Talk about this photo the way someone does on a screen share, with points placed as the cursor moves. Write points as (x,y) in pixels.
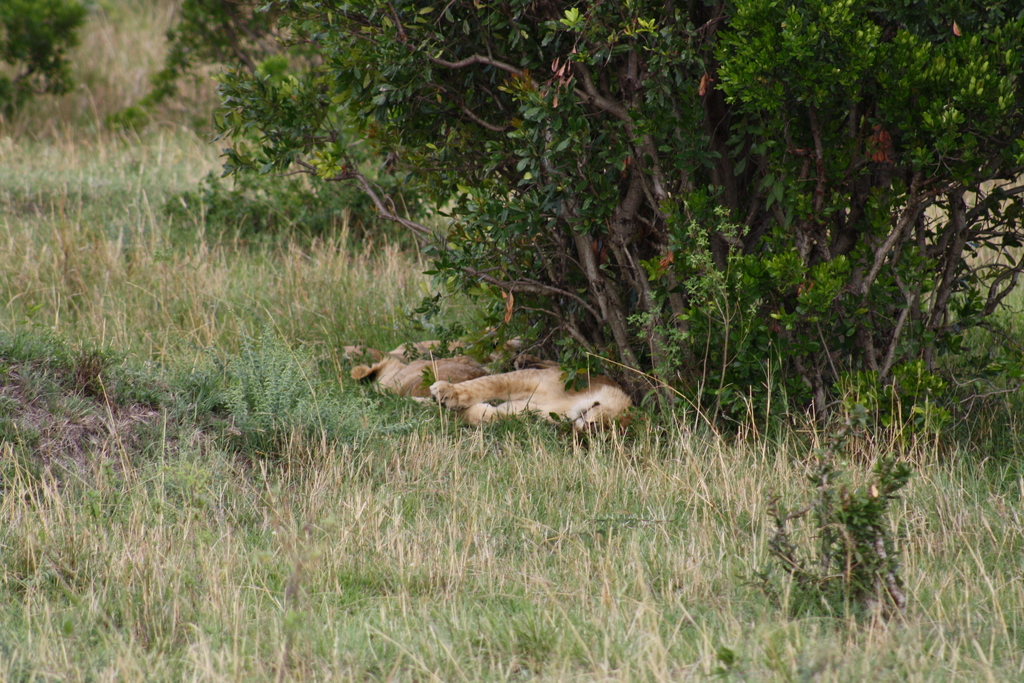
In this image I can see some grass (383,505) which is green and brown in color and I can see two animals (495,410) which are cream and brown in color are laying on the ground (488,430). I can see few trees (520,88) which are green and brown in color.
